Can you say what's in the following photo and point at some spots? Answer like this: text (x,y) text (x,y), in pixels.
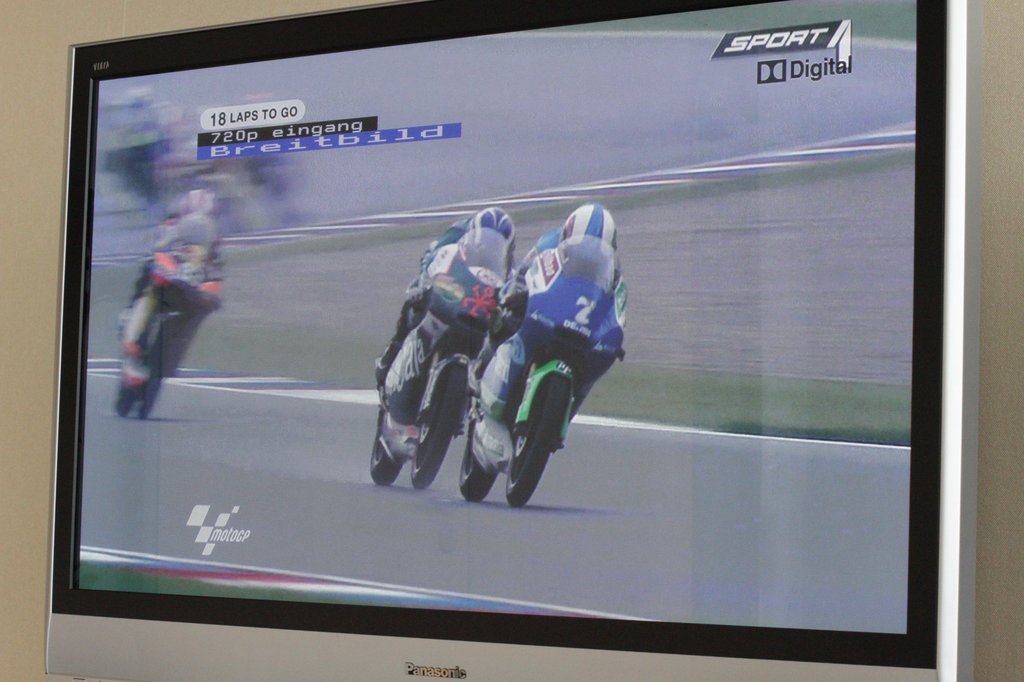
There are some persons (508,227) are riding a bike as we can see on the screen (295,106) of a television (550,144), and there is a wall (83,37) in the background (83,37).
